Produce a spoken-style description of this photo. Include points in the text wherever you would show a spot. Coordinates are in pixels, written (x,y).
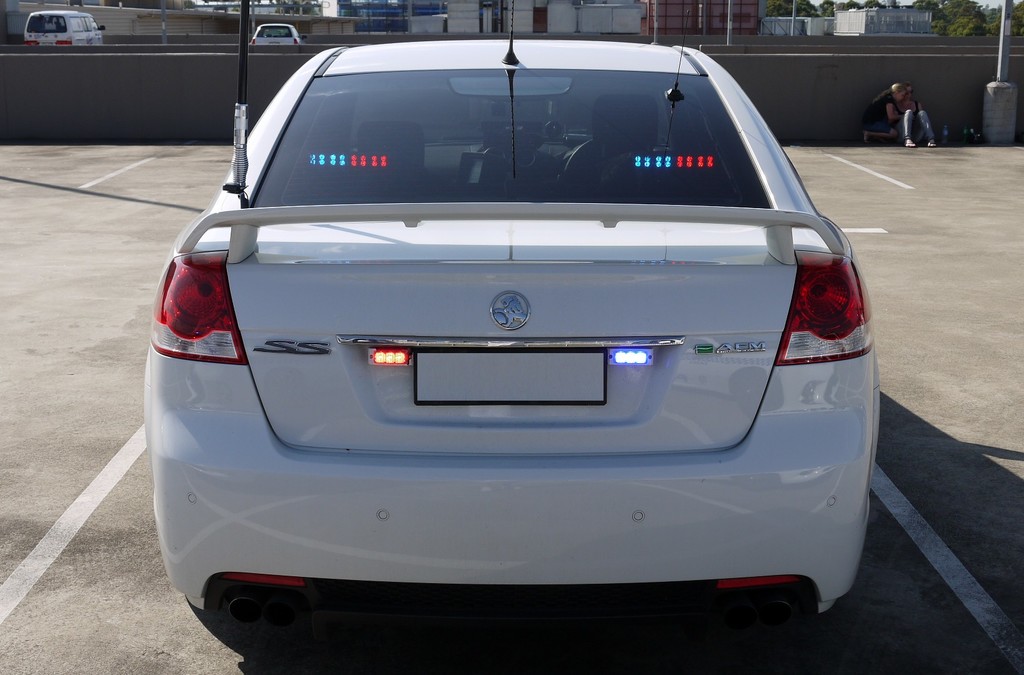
In this picture we can see a vehicle (818,544), people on the ground (936,275) and in the background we can see a wall (830,84), vehicles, buildings (863,20), trees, poles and some objects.
